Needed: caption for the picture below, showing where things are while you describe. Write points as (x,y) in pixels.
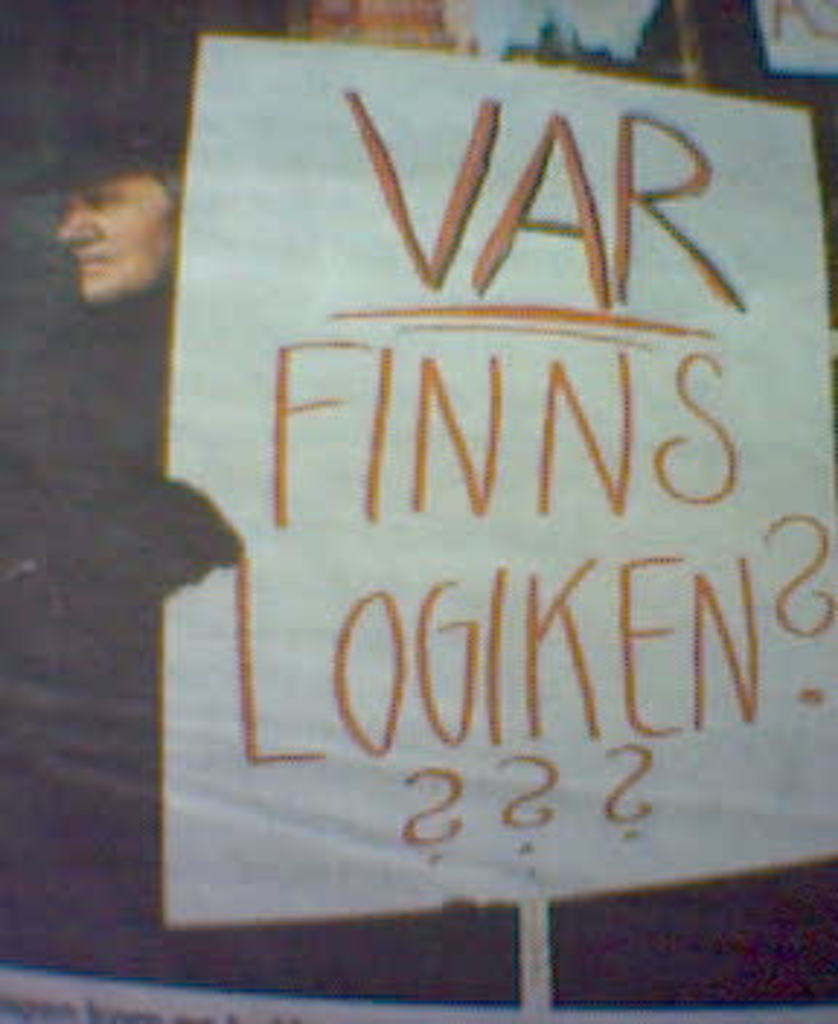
In the picture we can see a person (27,726) holding a board (766,397) in that it is written as var finns logiken???.
